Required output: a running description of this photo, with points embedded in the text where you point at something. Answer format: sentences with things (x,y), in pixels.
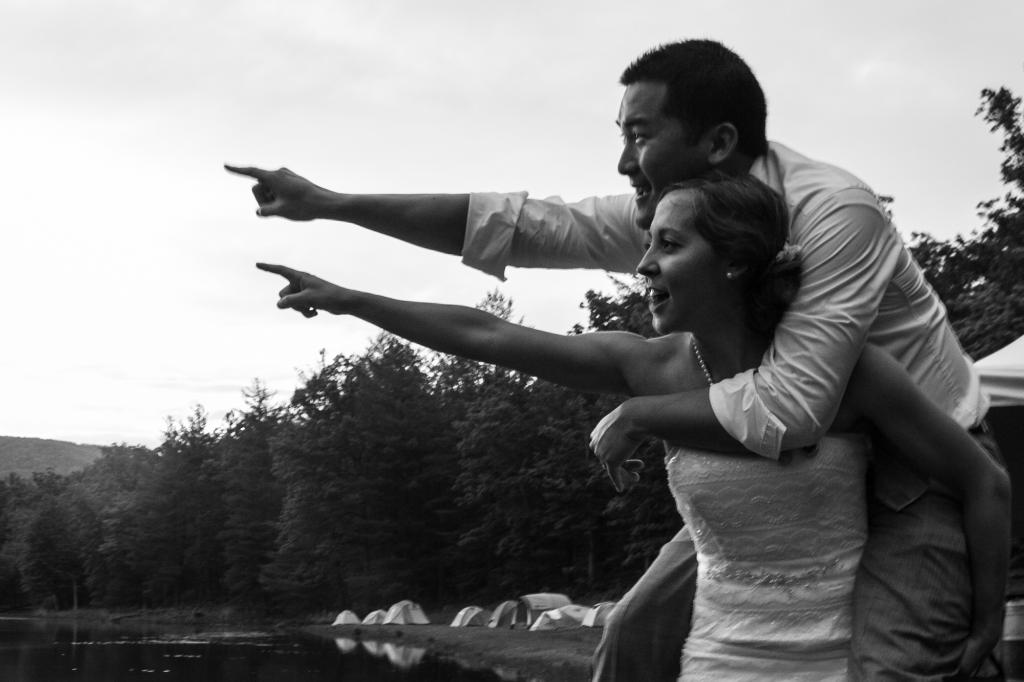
Here we can see a woman (728,299) and a man (696,428). They are pointing fingers (280,302) towards the left side of a picture. Here we can see water (295,650), tents (564,625), and trees (543,549). In the background (823,129) there is sky (327,88).
